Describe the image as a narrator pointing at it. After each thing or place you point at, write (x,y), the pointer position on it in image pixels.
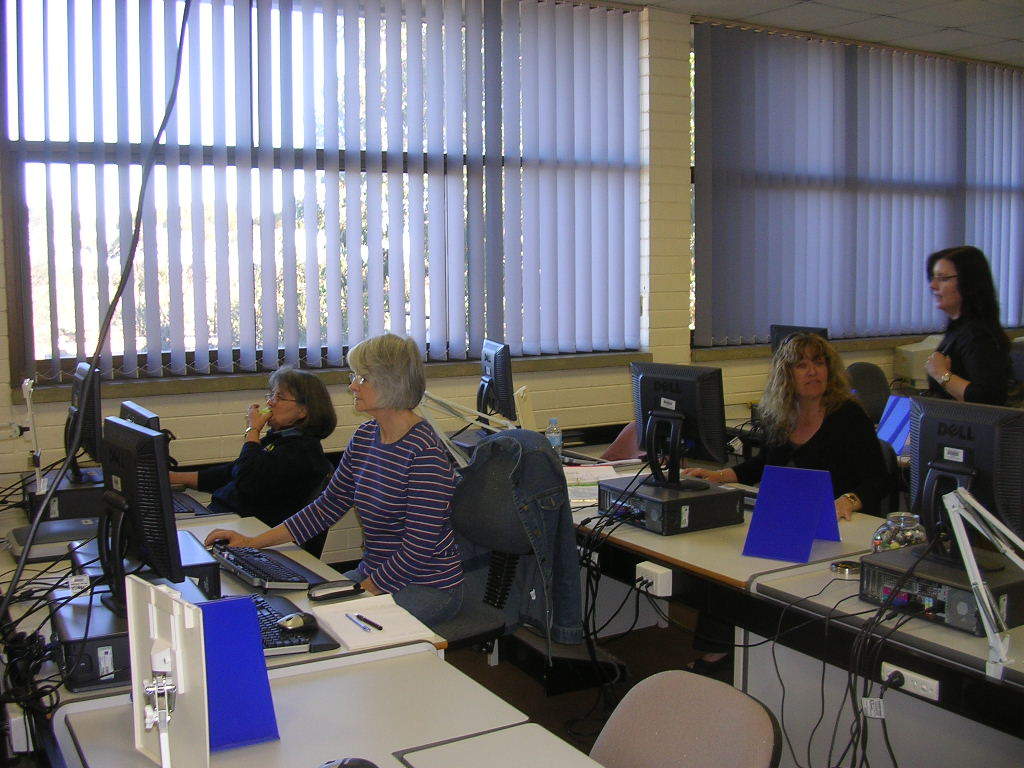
This picture describes about group of people (735,475) few people (761,471) are seated on the chair (514,574) and few are standing, in front of them we can see key boards (283,598), monitors (108,529) and some electronic devices (60,490) and also we can see some window blinds (391,187) and couple of trees (397,198).
